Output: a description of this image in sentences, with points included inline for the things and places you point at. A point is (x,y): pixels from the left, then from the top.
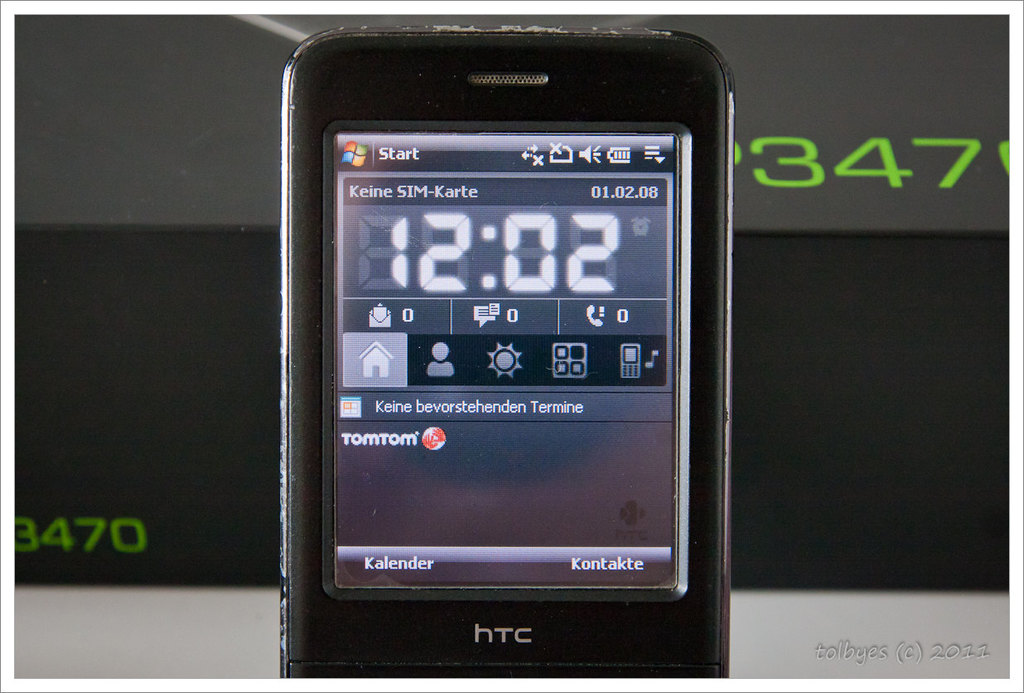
In this image we can see a mobile (521,545) which is truncated. On the mobile screen (476,391) we can see text (460,229) and icons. In the background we can see some text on an object (220,320). At the bottom of the image (990,654) we can see something is written on it.
